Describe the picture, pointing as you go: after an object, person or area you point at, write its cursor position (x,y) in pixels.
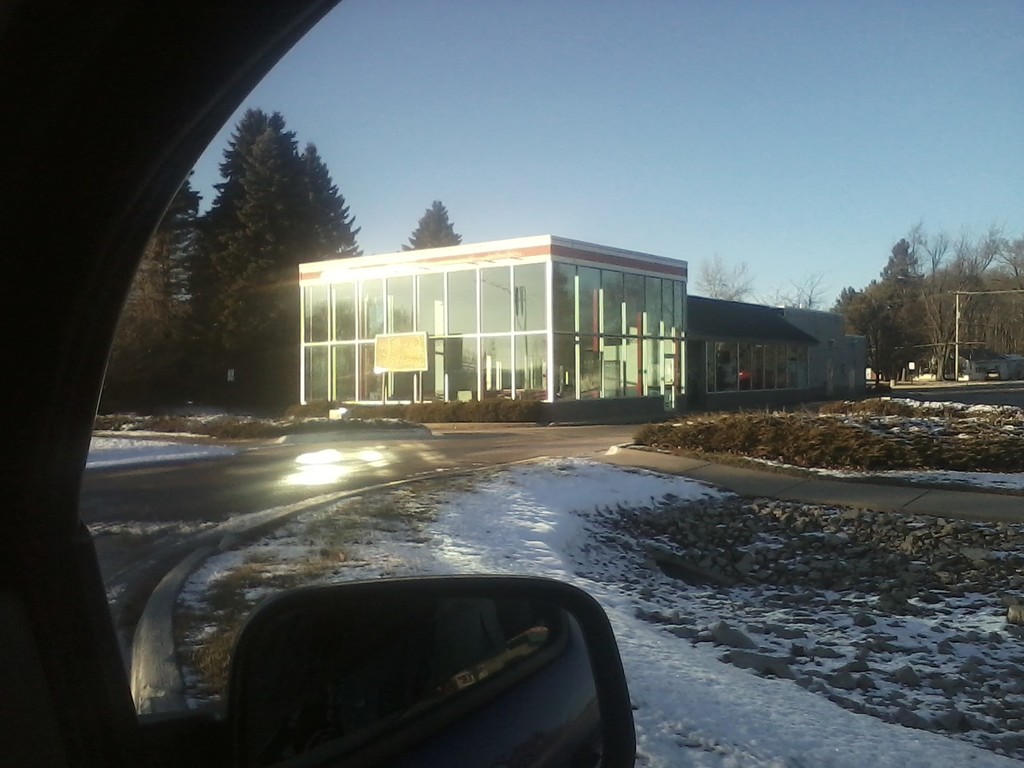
In this image I can see the picture from inside of the car (362,605). I can see the side mirror (444,669), the road (298,494), some snow (562,520) on the ground (561,576), some grass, few poles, few trees (213,348) and a building (468,315) which is made up of glass (738,371).
